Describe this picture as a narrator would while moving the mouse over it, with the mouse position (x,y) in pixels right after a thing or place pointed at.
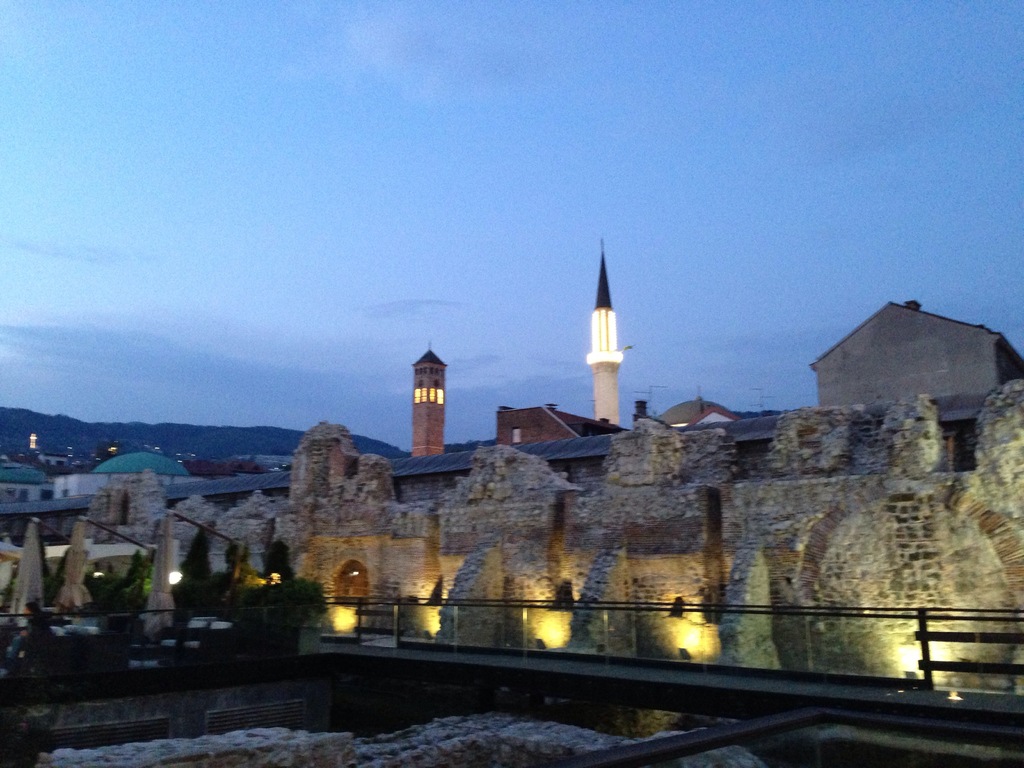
In this image I can see number of buildings (379,556) and in the front of it I can see few lights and few trees (249,599). I can also see the sky (456,155) in the background (583,97).
